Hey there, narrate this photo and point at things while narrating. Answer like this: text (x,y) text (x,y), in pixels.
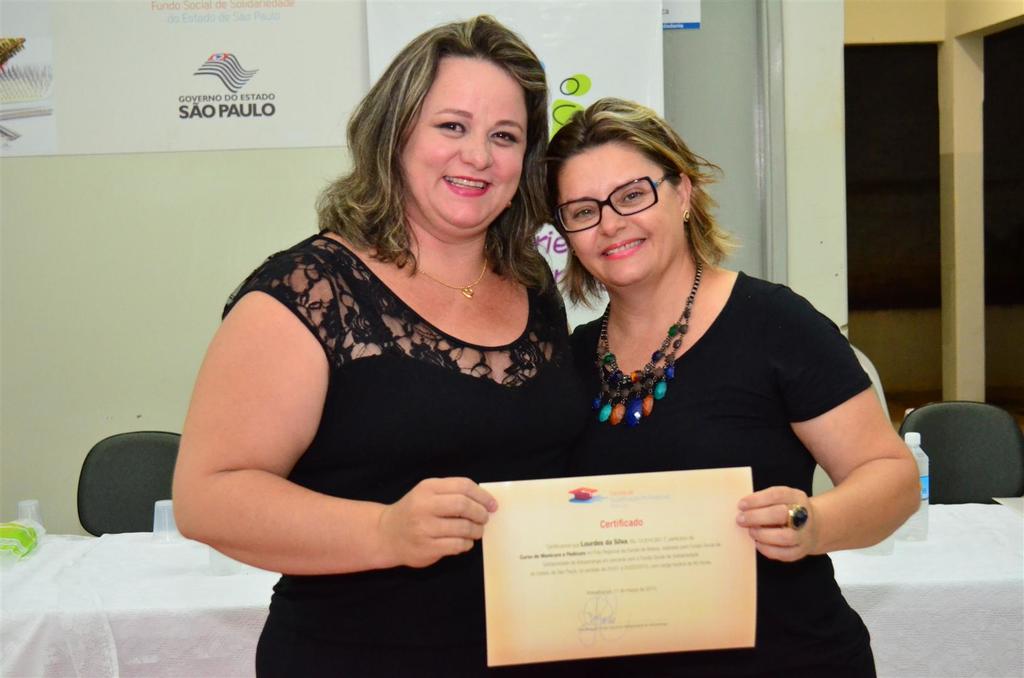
There are two women (646,191) in black color dresses (554,356), smiling, standing and holding a certificate (622,583). In the background (1003,540), there are a bottle (911,525) and glasses (23,521) on the table (116,595) which is covered with white color cloth (79,627) and there is a poster (138,94) on the wall (84,280).
